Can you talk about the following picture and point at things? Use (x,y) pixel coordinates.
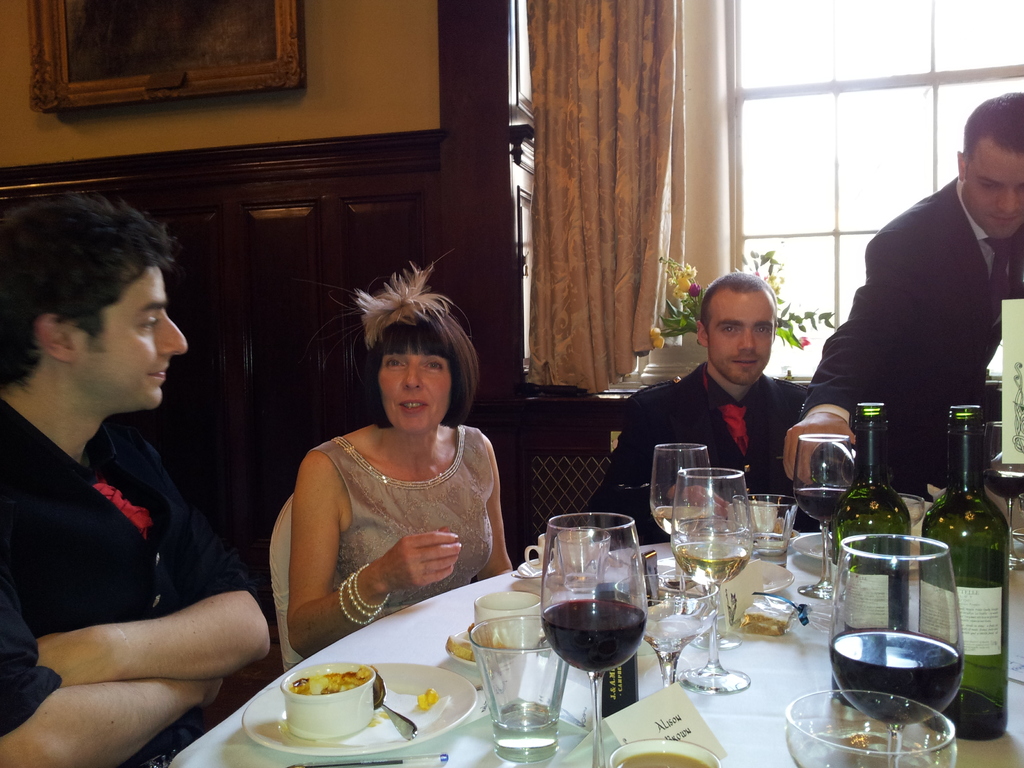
In this picture we can see three men (59,463) and one woman (369,544) sitting on chair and one is standing and in front of them there is table (804,577) and on table (696,576) we can see glasses (805,511), bottles (873,456), plate (389,688), spoon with some food (451,640) and in background (599,51) we can see window (891,64), curtains (533,96), wall (128,120) with frames (122,91).
